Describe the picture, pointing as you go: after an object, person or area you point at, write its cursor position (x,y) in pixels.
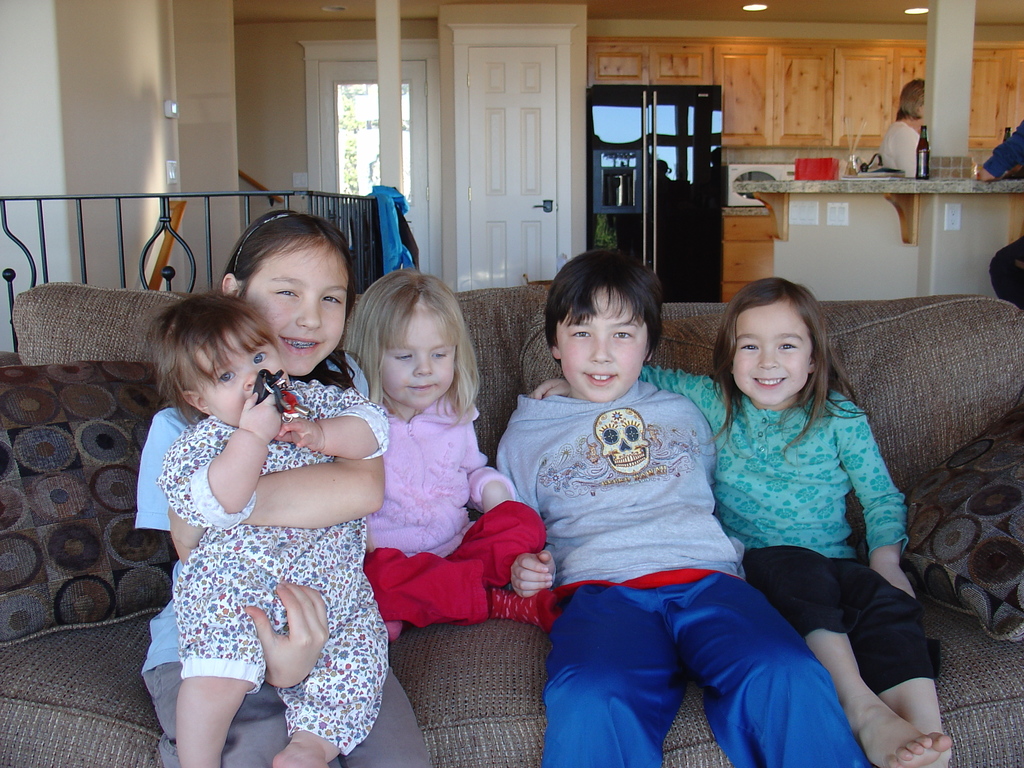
In the center of the image (400,416) we can see a few kids (351,482) are sitting on the couch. And we can see pillows (16,546) on the couch (863,521). In the background (486,118) there is a wall (246,123), railing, doors (486,135), pillars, lights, one bottle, two persons (901,145) and a few other objects (848,85).
